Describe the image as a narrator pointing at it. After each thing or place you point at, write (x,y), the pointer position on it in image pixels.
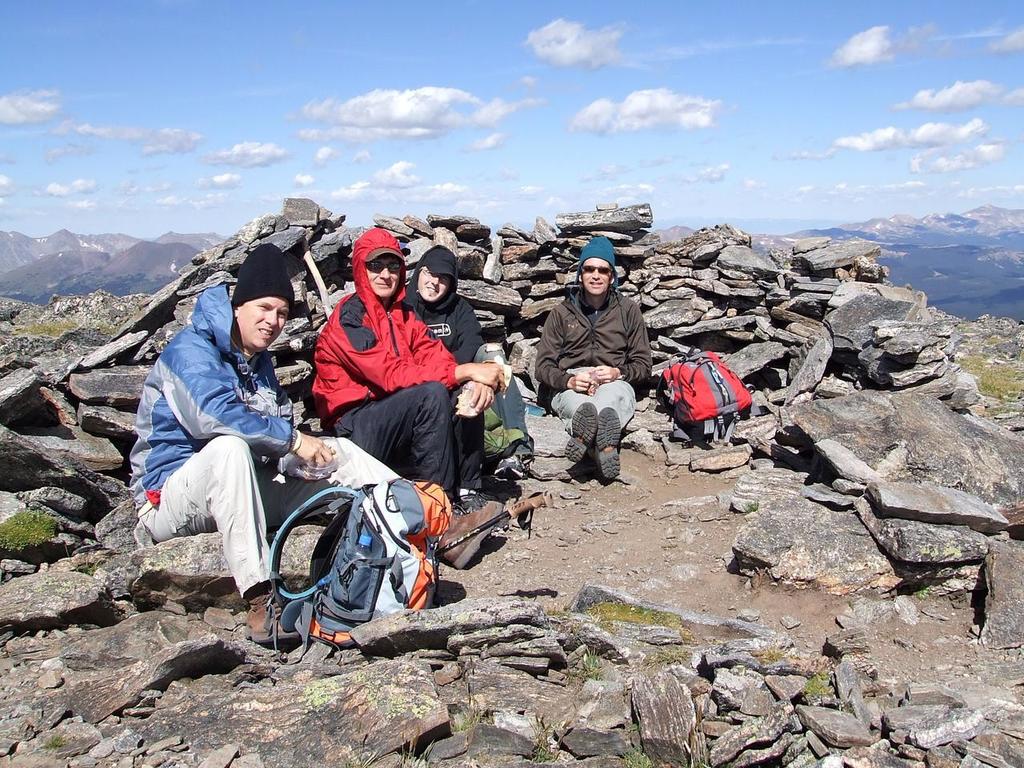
As we can see in the image there are rocks (325,716), few people (394,301) sitting in the front (263,319), bags (392,576), bottle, sky (927,83) and clouds (347,127).
